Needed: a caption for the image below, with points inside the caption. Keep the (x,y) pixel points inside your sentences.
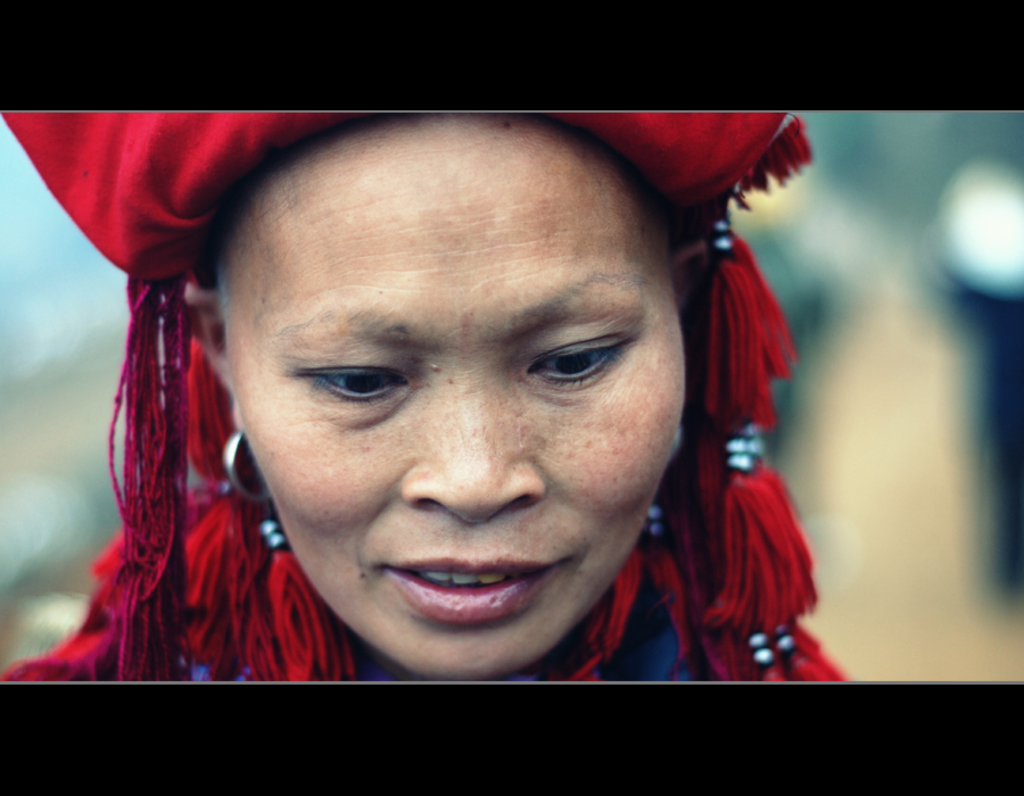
A woman (489,405) is there, she wore red color cap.
